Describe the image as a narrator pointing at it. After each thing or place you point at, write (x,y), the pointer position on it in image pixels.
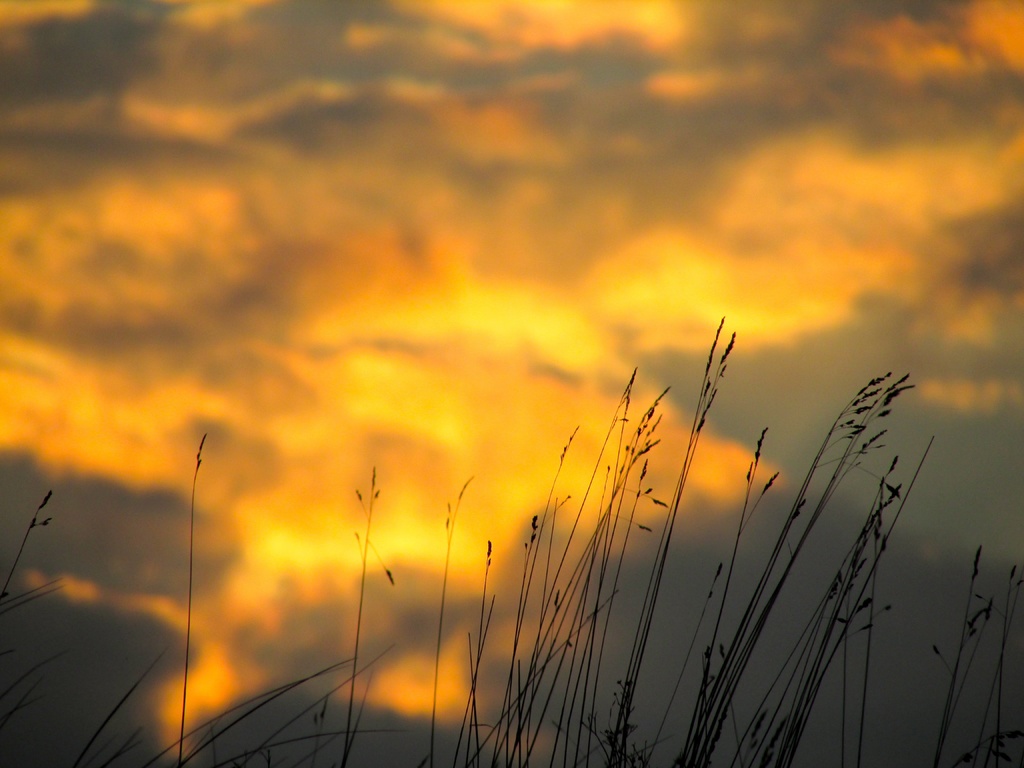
In this picture there are plants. At the top (686,151) there is sky (801,369) and there are clouds (567,302).
